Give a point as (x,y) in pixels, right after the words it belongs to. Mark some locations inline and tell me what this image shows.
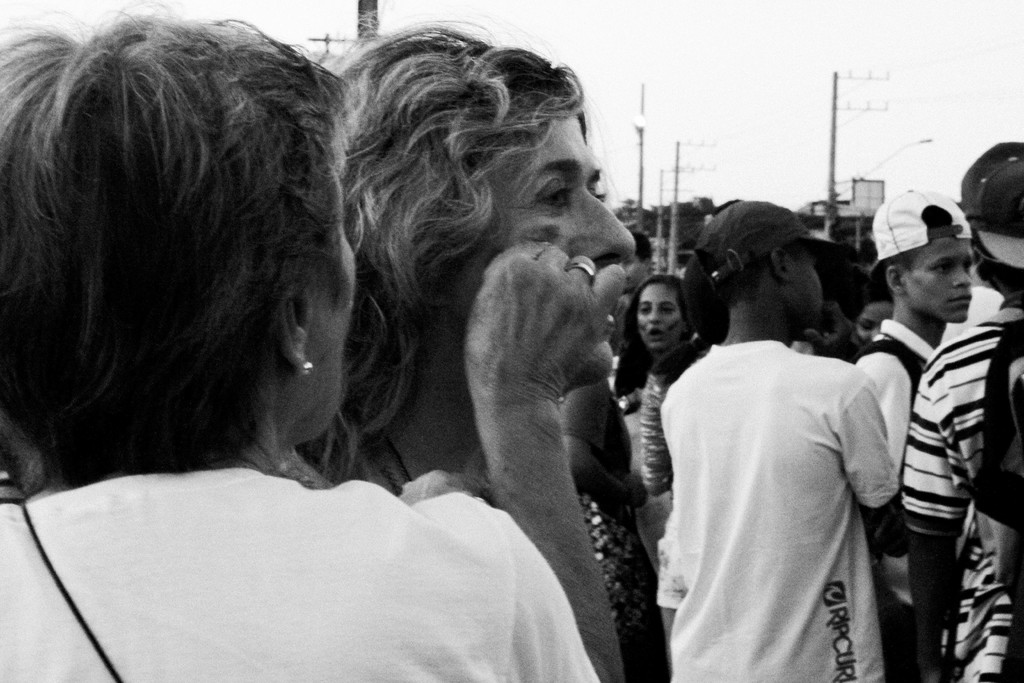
This is a black and white image. There are groups of people (835,363) standing. These are the poles (851,107). This looks like a building (862,195).
